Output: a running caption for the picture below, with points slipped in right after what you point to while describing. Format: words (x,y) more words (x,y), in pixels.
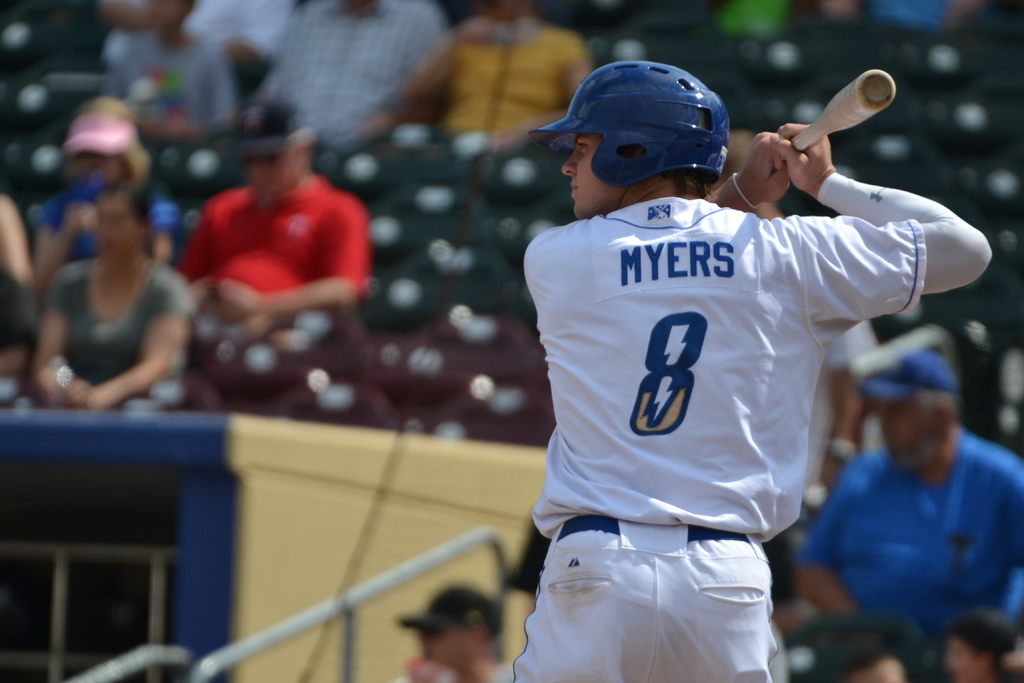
In this image we can see a man (598,297) wearing a helmet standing holding a baseball bat (864,115). On the backside (386,586) we can see some metal poles (386,586) and a group of people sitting on the chairs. We can also see some empty chairs (513,349).
